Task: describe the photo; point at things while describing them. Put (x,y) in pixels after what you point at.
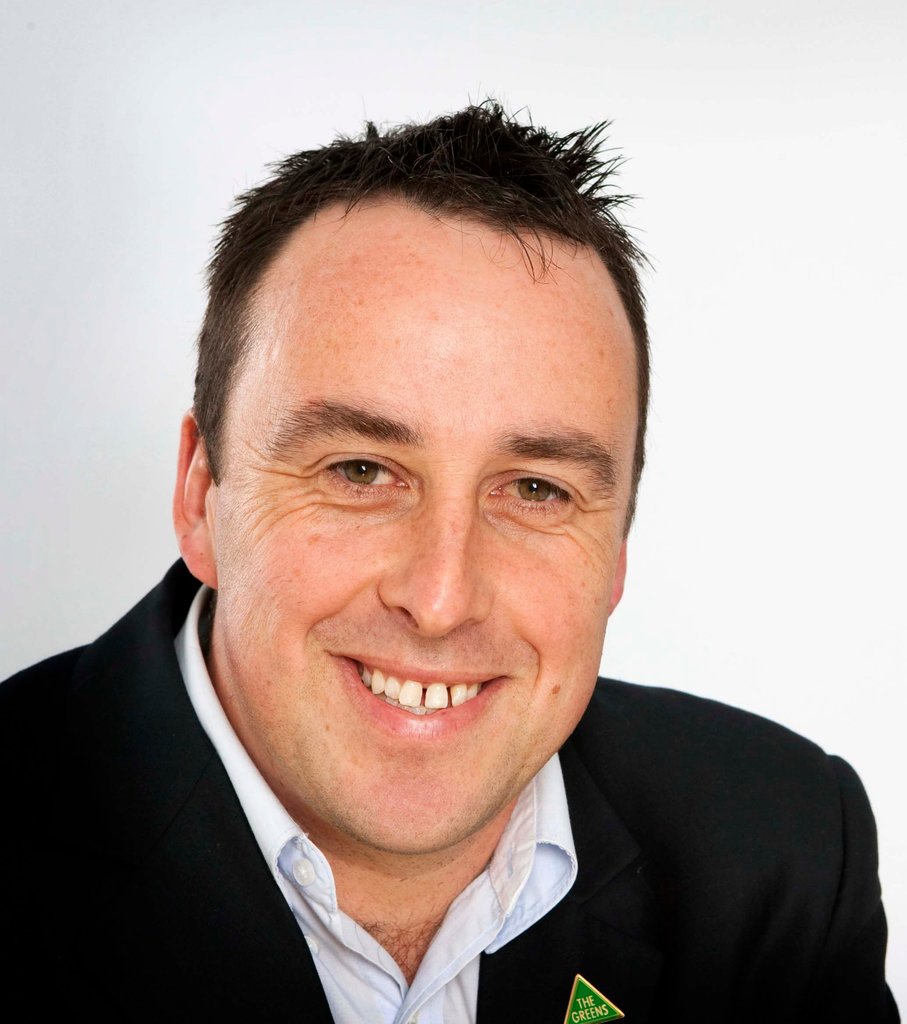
There is a man (353,671) in the foreground area of the image (455,386) and the background (670,151) is white.
